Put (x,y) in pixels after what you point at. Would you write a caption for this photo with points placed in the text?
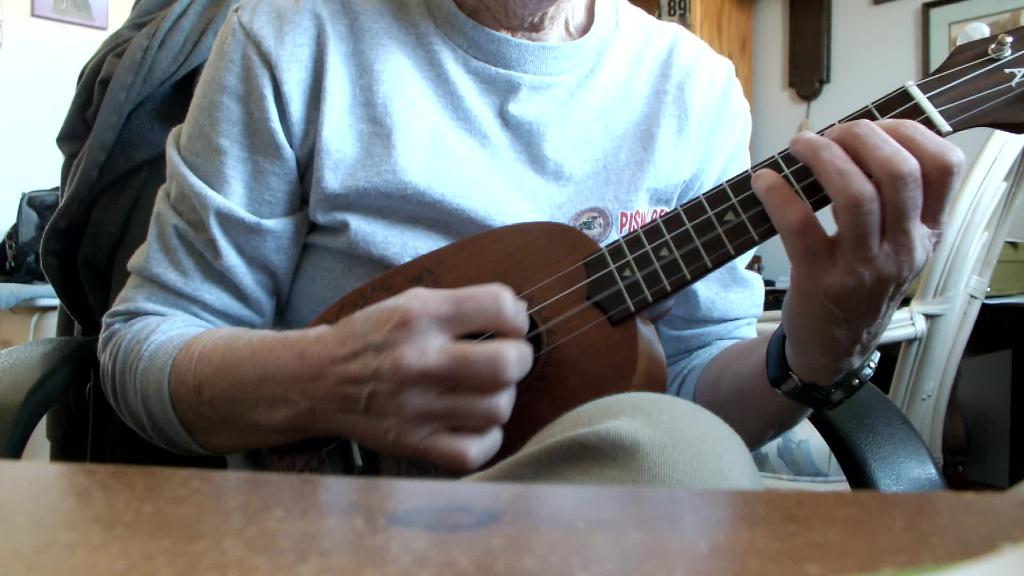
In this image I can see a person (715,108) is holding a musical instrument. I can also see a chair (64,372) and a table (391,497).
